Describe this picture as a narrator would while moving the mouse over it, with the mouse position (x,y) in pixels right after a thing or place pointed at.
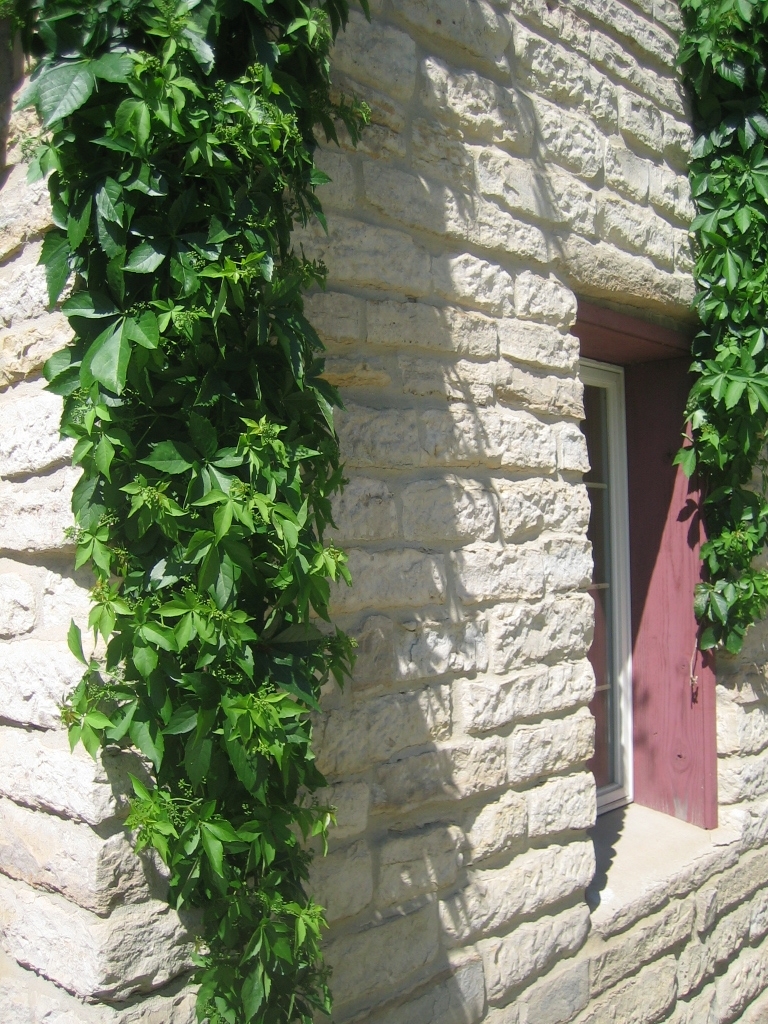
In the picture I can see creepers (150,476), I can see the stone wall (371,685), glass windows (606,635) and maroon color wooden frame (660,348).
